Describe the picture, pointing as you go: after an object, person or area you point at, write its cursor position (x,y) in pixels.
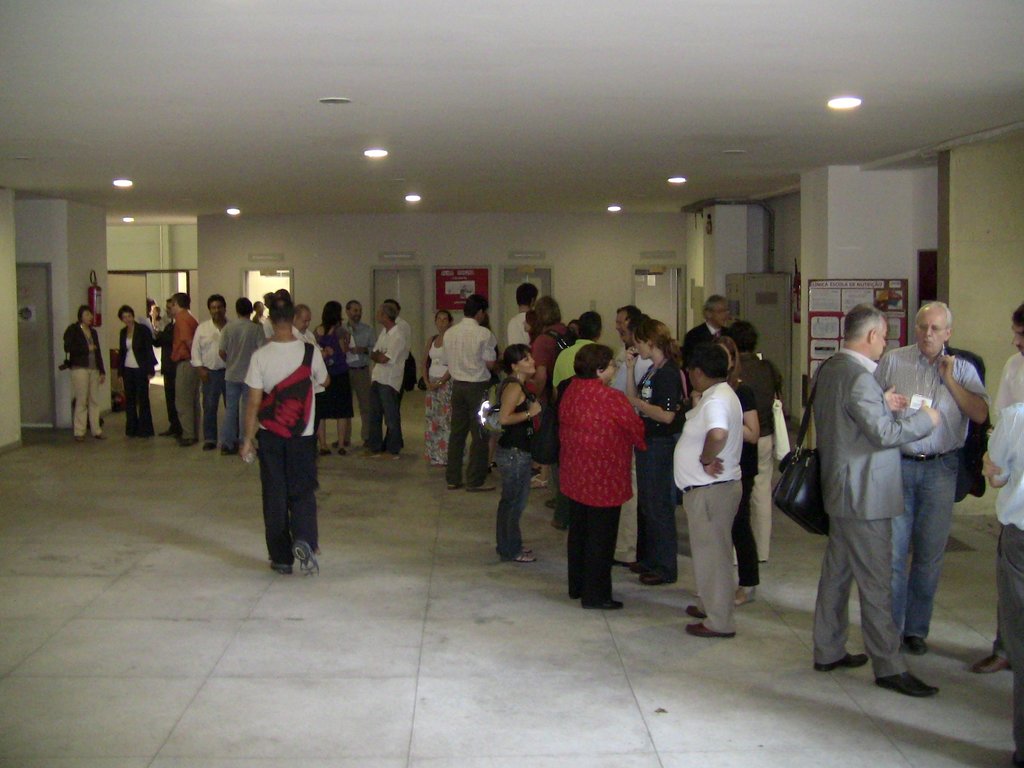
It is a picture inside of a room (609,613). In this picture I can see ceiling lights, people (883,529), doors (651,289), walls (571,228), fire extinguisher (90,292), boards (470,285) and things (880,280).
